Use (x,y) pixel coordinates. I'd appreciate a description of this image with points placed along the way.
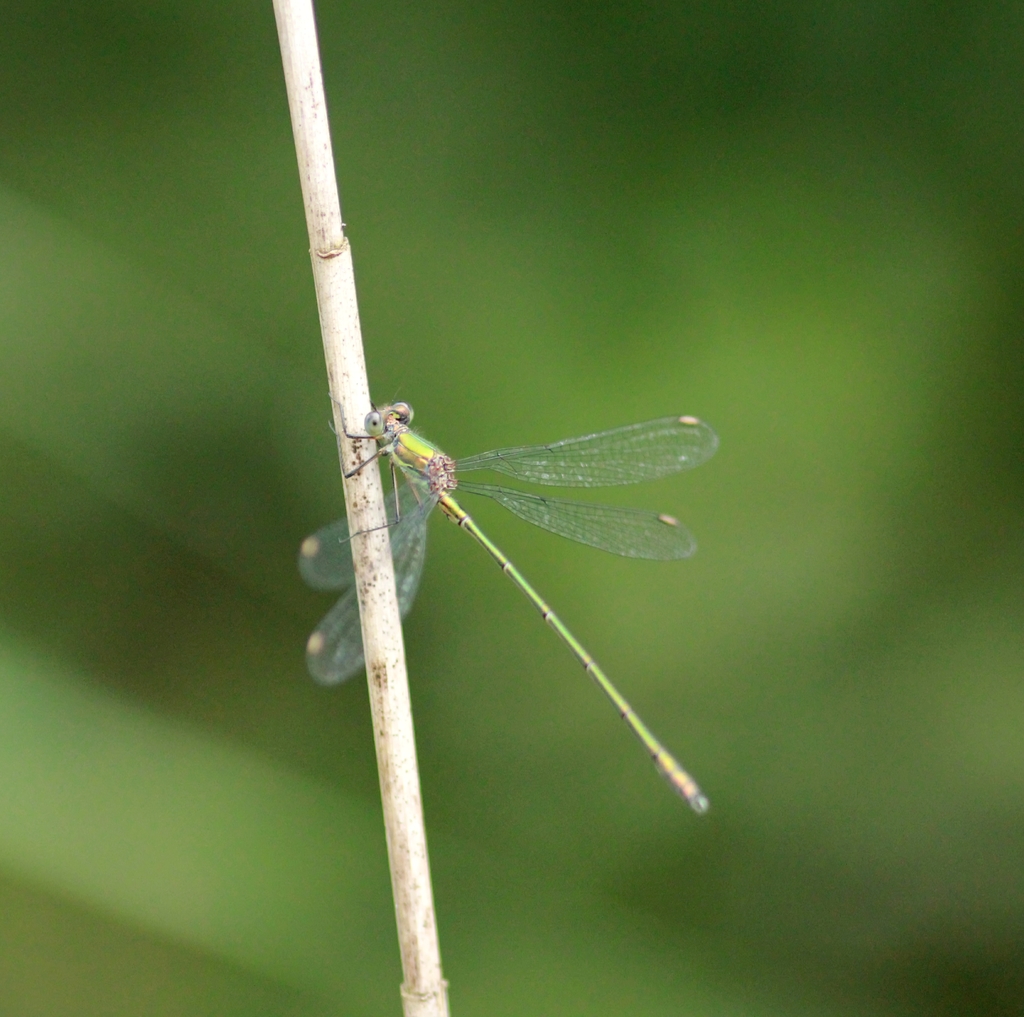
In this image there is a dragonfly (404,449), in the background (556,827) it is blurry.
